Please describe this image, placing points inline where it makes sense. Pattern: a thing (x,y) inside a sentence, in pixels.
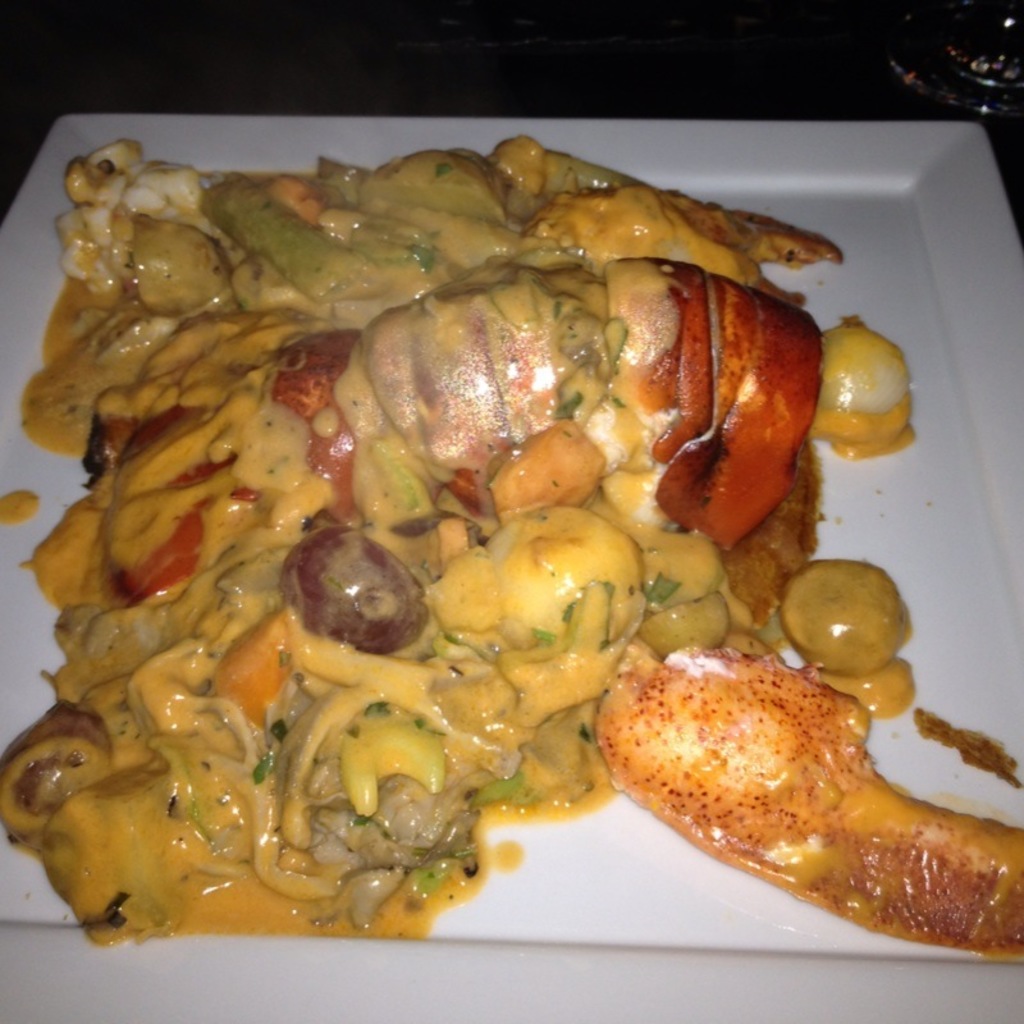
In this image I can see a white colored plate (908,211) on the black colored surface (668,88) and on the plate (501,131) I can see the food item (304,506) which is yellow, orange and brown in color. To the right top of the image (1016,62) I can see a glass (957,98) on the black colored surface (1018,160).
